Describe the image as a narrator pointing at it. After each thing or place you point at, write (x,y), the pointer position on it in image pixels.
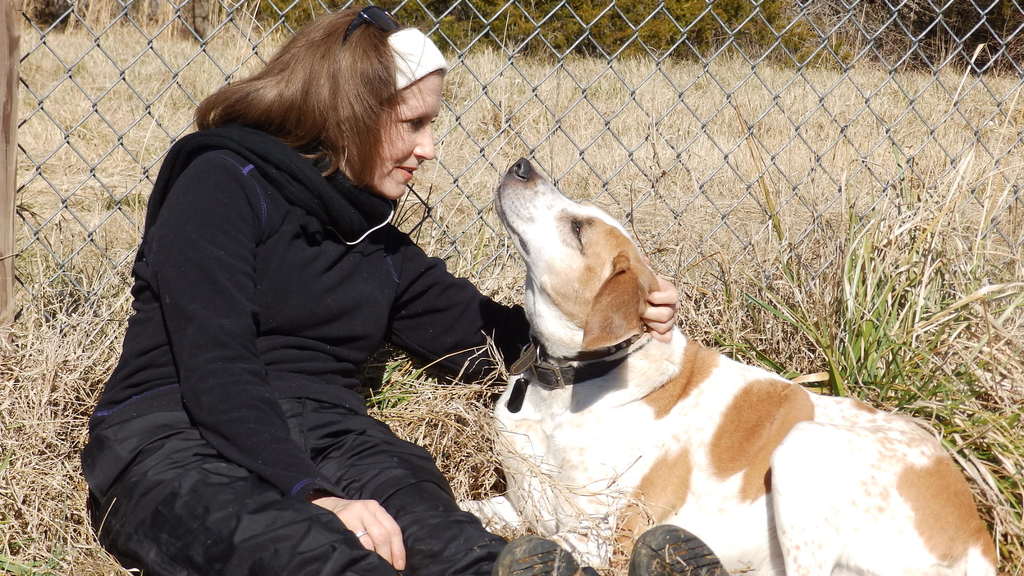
In this picture, we can see a person (209,175) with a dog (772,437) sitting on the ground (98,269) and the ground (894,212) is covered with dry grass (696,172) and we can see the net (564,57), plants (617,16), trees (559,20).
